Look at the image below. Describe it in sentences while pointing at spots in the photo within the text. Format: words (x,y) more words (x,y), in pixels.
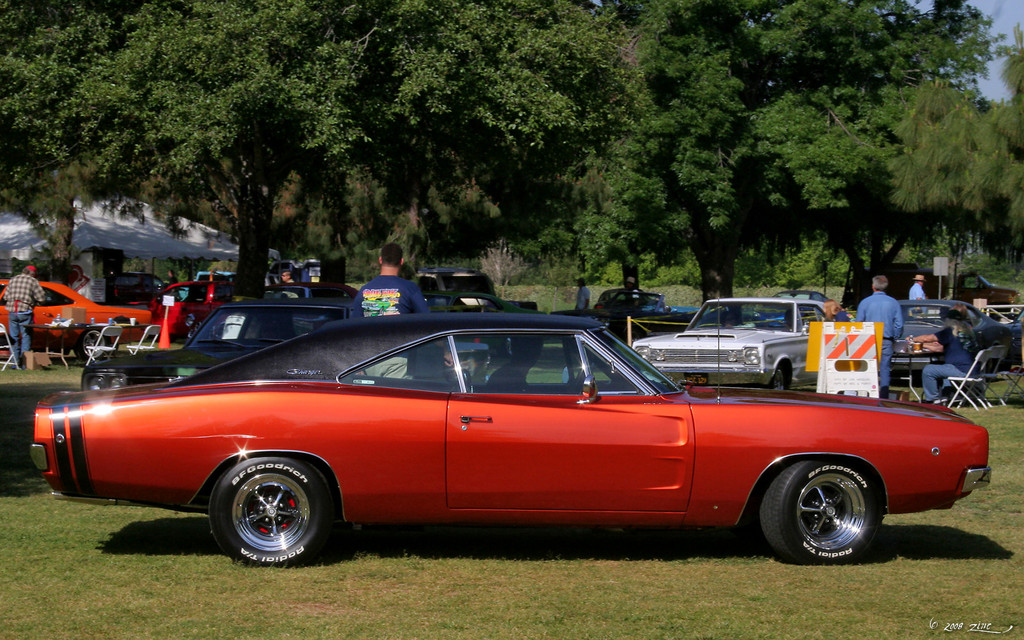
This picture is clicked outside. In the foreground (504,515) we can see a red color car (511,444) parked on the ground (759,565) and we can see a person (962,357) sitting on the chair (972,380) and there are some objects (133,321) placed on the top of the tables (42,325) and we can see the chairs (134,347) and many other objects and we can see the group of persons (886,304) and the group of cars (356,292) seems to be parked on the ground (988,393), the ground (993,399) is covered with the green grass (30,394). In the background (642,146) we can see the trees (801,134), plants (757,253), a white color tent (193,233) and many other objects (93,270). In the bottom right corner (985,621) we can see a watermark (966,628) on the image.
